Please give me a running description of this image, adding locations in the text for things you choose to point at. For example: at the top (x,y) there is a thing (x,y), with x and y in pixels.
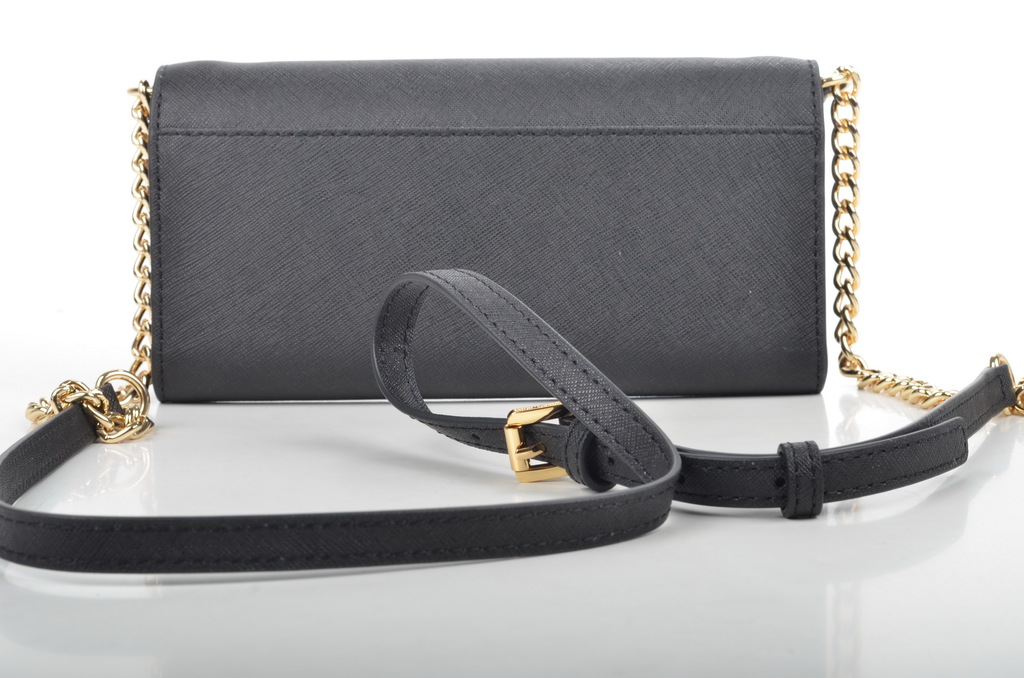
There is a handbag (451,309) of a woman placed on the table (332,443). In the background (106,131) there is white color. The bag (572,151) is in grey color.
